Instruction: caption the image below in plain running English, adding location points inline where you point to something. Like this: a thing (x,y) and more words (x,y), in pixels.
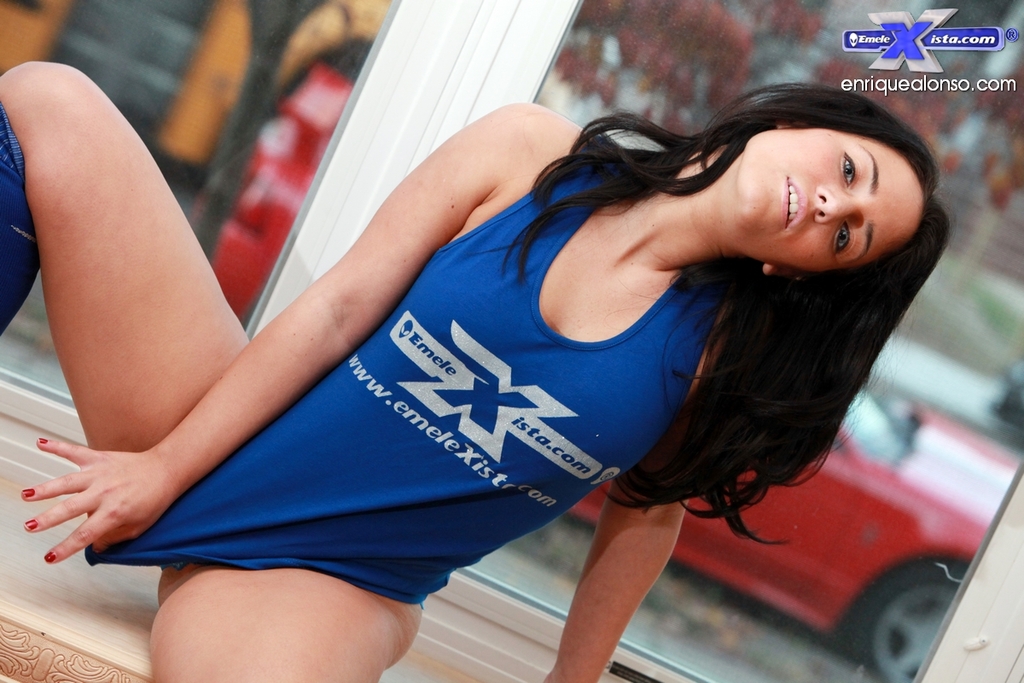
In this picture we can see a woman (141,401) sitting. There are a few glass objects (225,182) at the back of this woman (864,135). Through these glass objects (235,294), we can see a vehicle (957,449) and other objects (901,103) in the background (776,69). Background (617,57) is blurry. We can see some text (868,77) in the top right (995,27).
